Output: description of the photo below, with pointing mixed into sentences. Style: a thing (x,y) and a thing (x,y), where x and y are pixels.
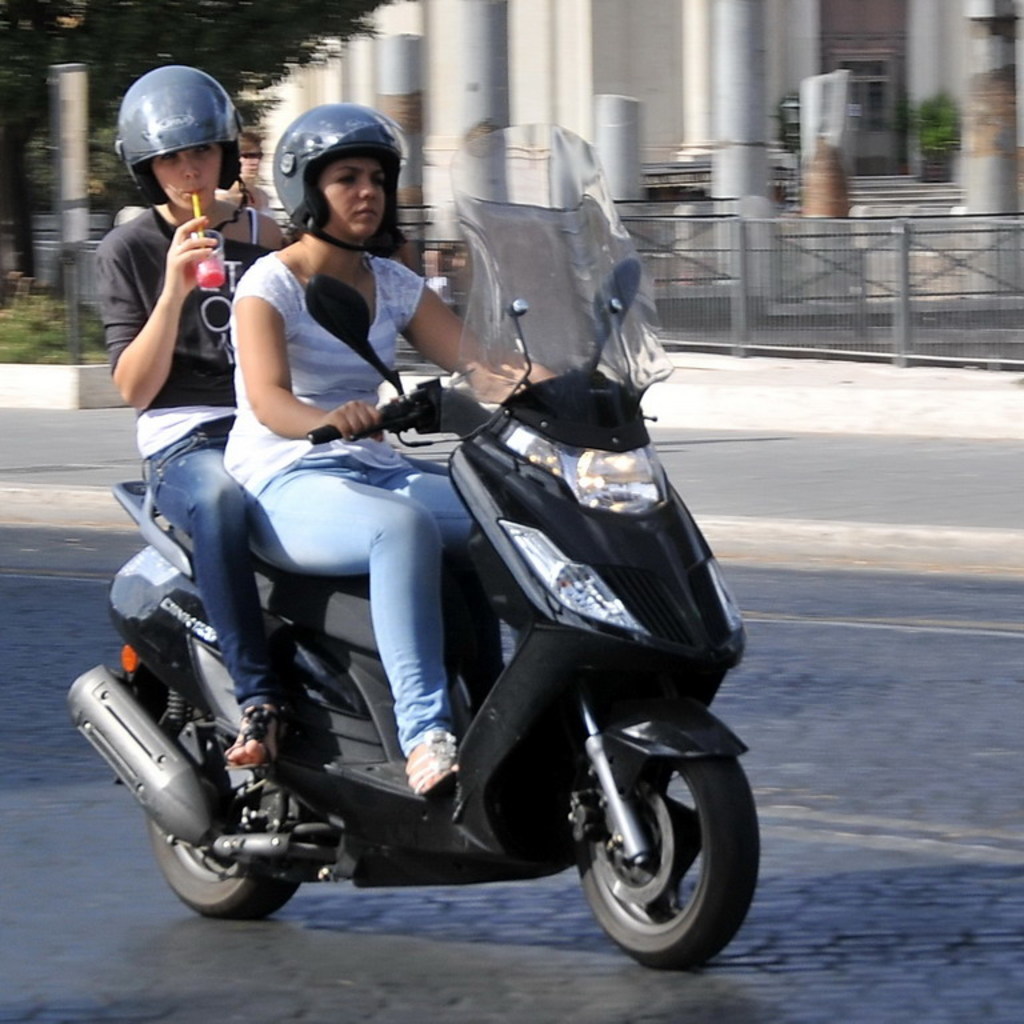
This is a picture taken in the outdoor. There are two persons (262,420) sitting on a bike (376,664) and riding on a road (879,1003). Behind the people (408,285) there are pillar (557,104) and a building (824,70).
